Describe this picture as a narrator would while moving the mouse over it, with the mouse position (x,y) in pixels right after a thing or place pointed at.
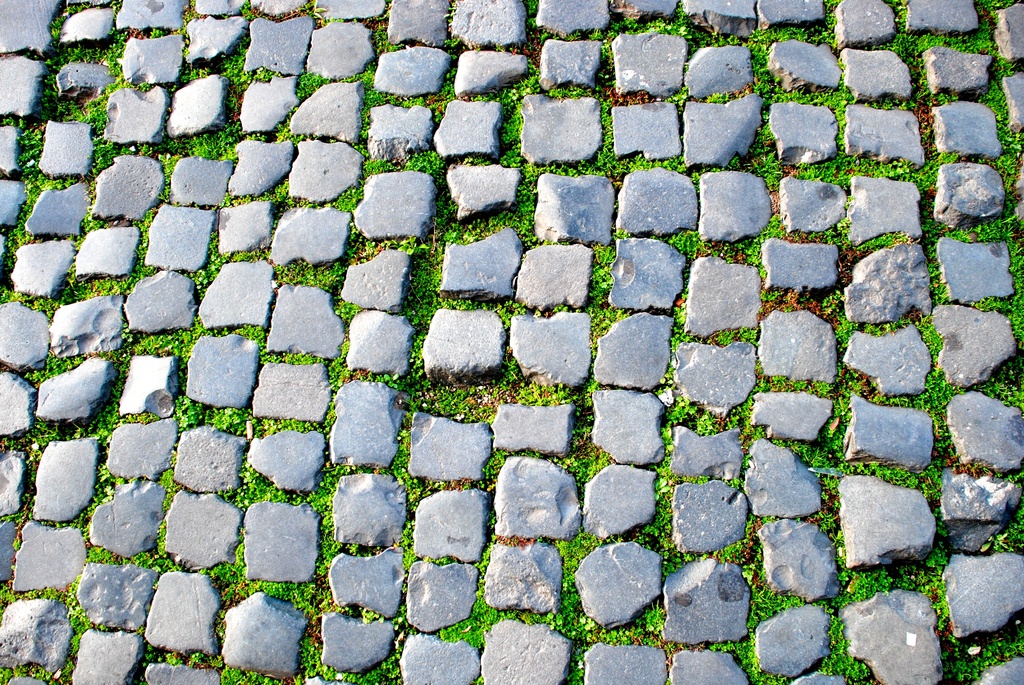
In the picture we can see a stones path (637,509) with plant saplings (631,623) in the middle of the stones (923,643).
